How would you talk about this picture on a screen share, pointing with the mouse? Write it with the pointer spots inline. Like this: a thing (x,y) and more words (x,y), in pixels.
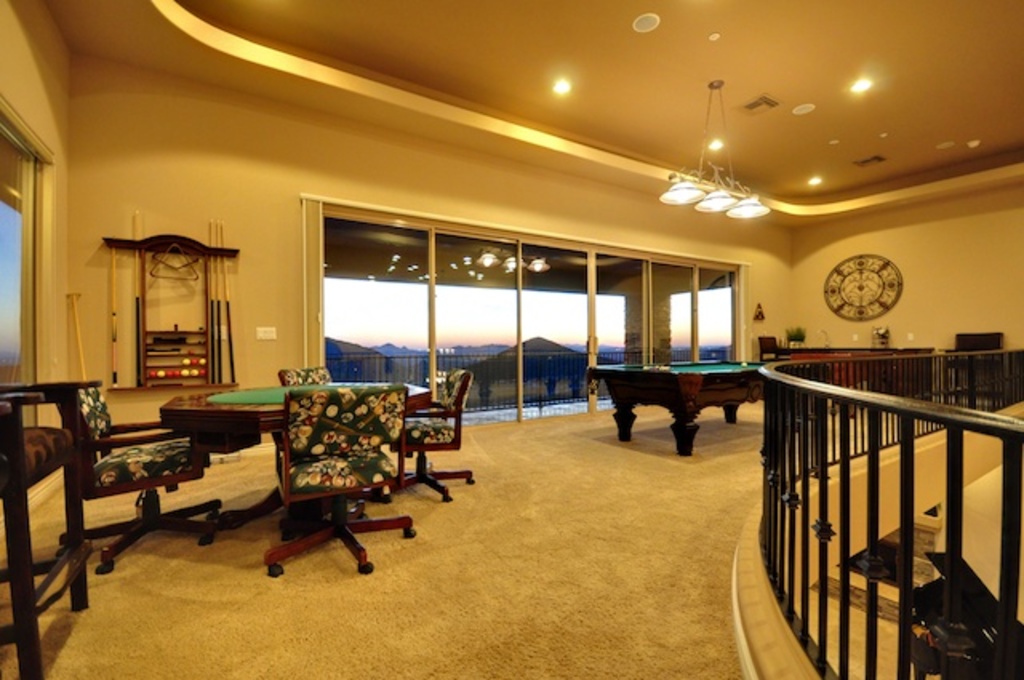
In the image we can see there are chair (404,417) and table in a room (805,424) and there is a billiard board (698,379) and there are balls (188,359) and sticks (228,371).
